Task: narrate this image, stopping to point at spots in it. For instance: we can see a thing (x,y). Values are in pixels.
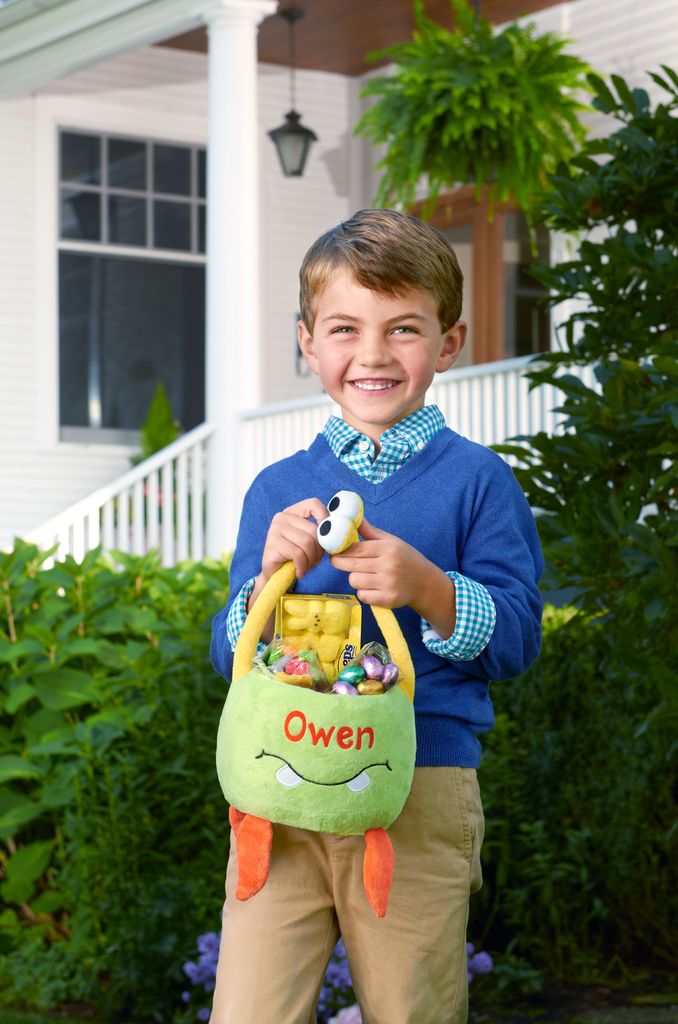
In this image there is a boy (436,537) who is standing on the ground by holding the toys (315,731). He is smiling. In the background (349,79) there is a house (375,162). Behind the boy (371,568) there are plants (583,444). There is a staircase (109,505) in front of the house (341,160). There is a light (293,125) which is attached to the roof (327,37) of the house (353,37).
